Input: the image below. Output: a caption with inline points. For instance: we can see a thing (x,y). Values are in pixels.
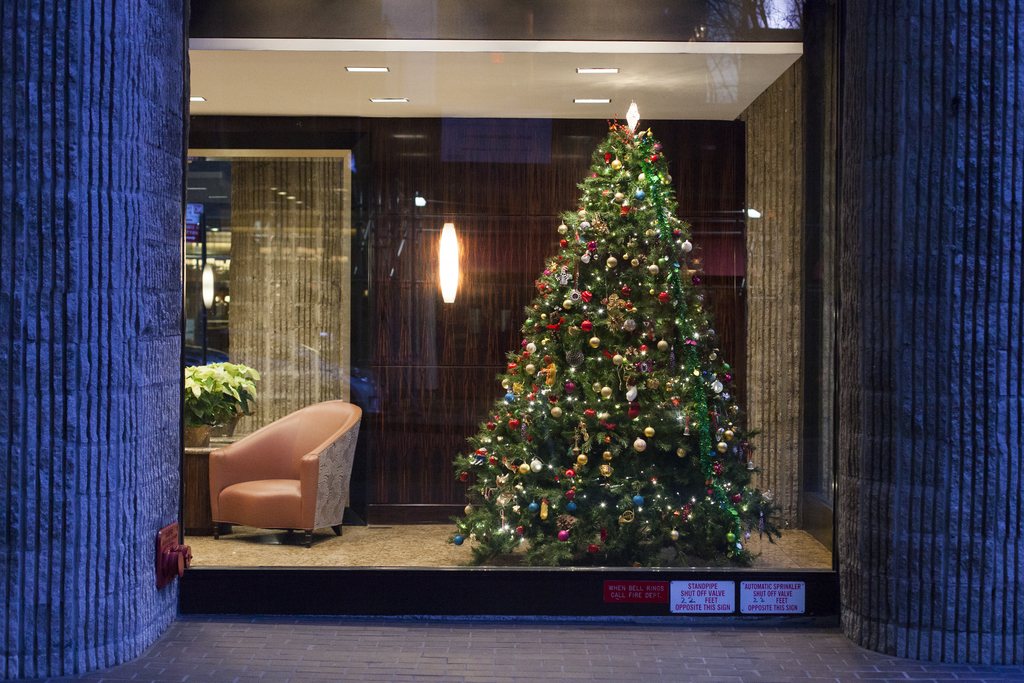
In the picture we can see a house (64,79) inside it there is a christmas tree (680,285), beside to that there is a chair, plant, lights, and a mirror (331,188). To the ceiling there is a lights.
